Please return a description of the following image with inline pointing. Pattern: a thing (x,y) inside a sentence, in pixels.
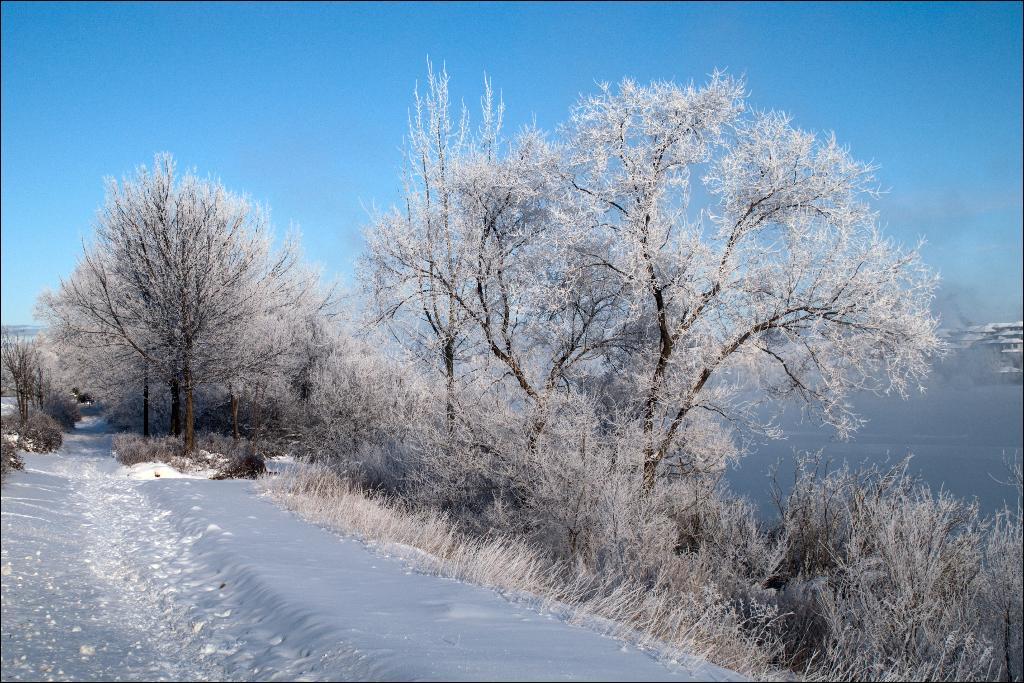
In this picture I can see snow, there are trees (646,268), and in the background (935,220) there is the sky (954,234).
